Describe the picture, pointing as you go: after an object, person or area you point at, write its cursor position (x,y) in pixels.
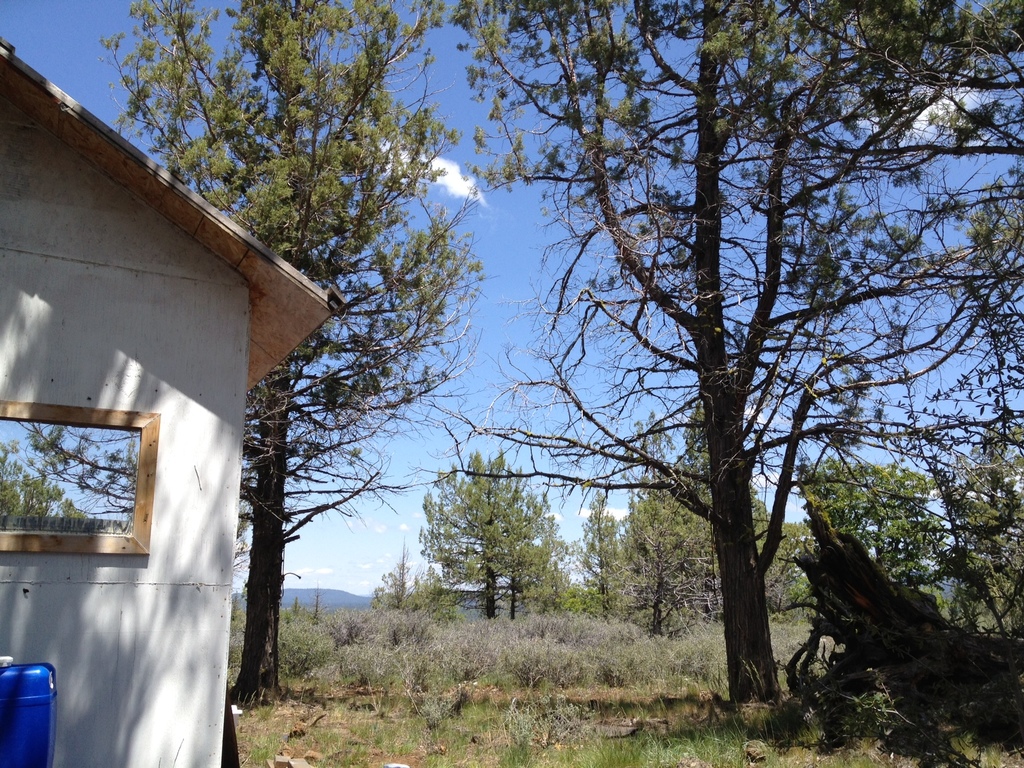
In this picture we can see a house (123,400), mirror (86,462), trees (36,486), grass (358,764) and in the background (437,365) we can see the sky (437,365) with clouds (469,189).
